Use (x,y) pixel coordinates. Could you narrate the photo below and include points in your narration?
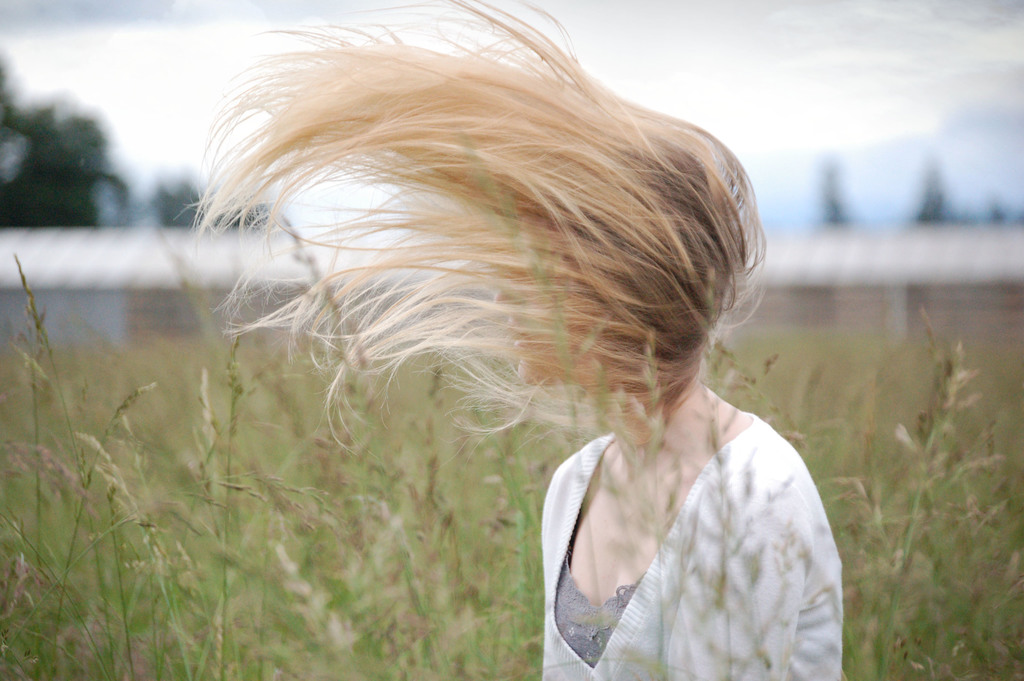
In the image there is a girl (678,521) in blond hair (549,308) standing in the middle (658,302) and behind there are plants (475,514) and above its sky (631,67) with clouds (206,90).
